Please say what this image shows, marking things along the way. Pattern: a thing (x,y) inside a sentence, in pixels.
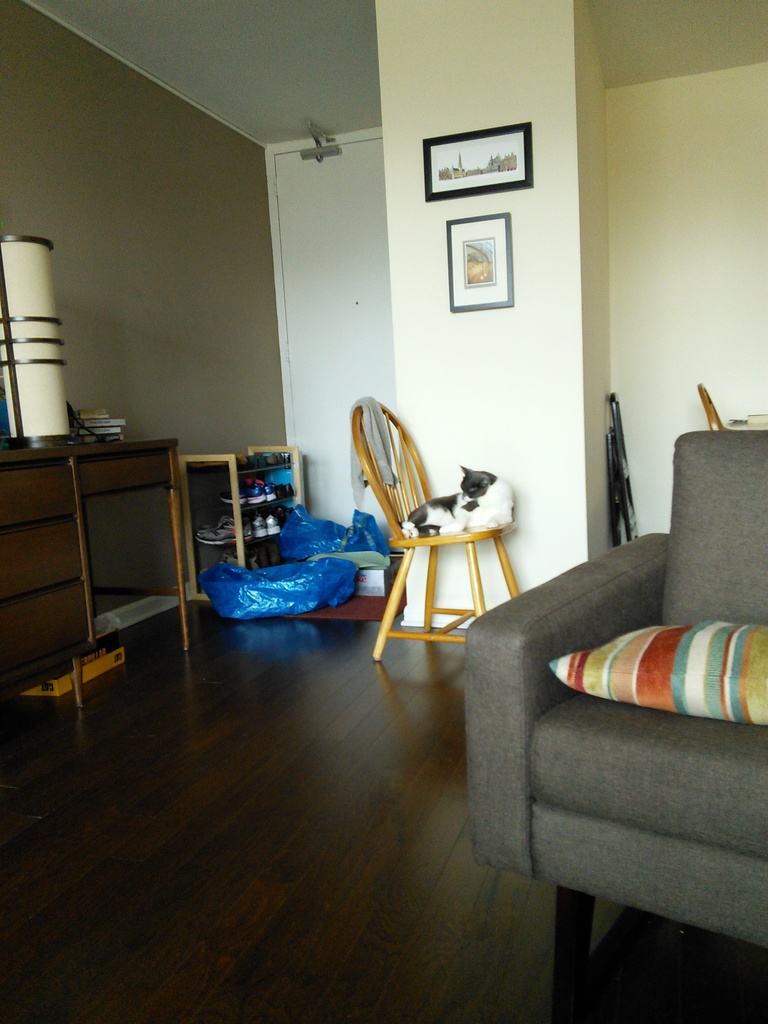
In this picture we can see a grey chair (707,597) and a multi color pillow (598,687). There is a cat (480,524) on the chair (471,530) and a cloth (383,448). Two frames (467,287) are seen on the wall (485,392). There is a blue cover (294,591) and many shoes (256,461) are kept in a shoe rack (259,473) to the corner. There are books (96,416) and white object (29,414) on the desk (69,556). There is a yellow box (51,691) is kept under the desk (81,671). A white door (326,285) is seen.
